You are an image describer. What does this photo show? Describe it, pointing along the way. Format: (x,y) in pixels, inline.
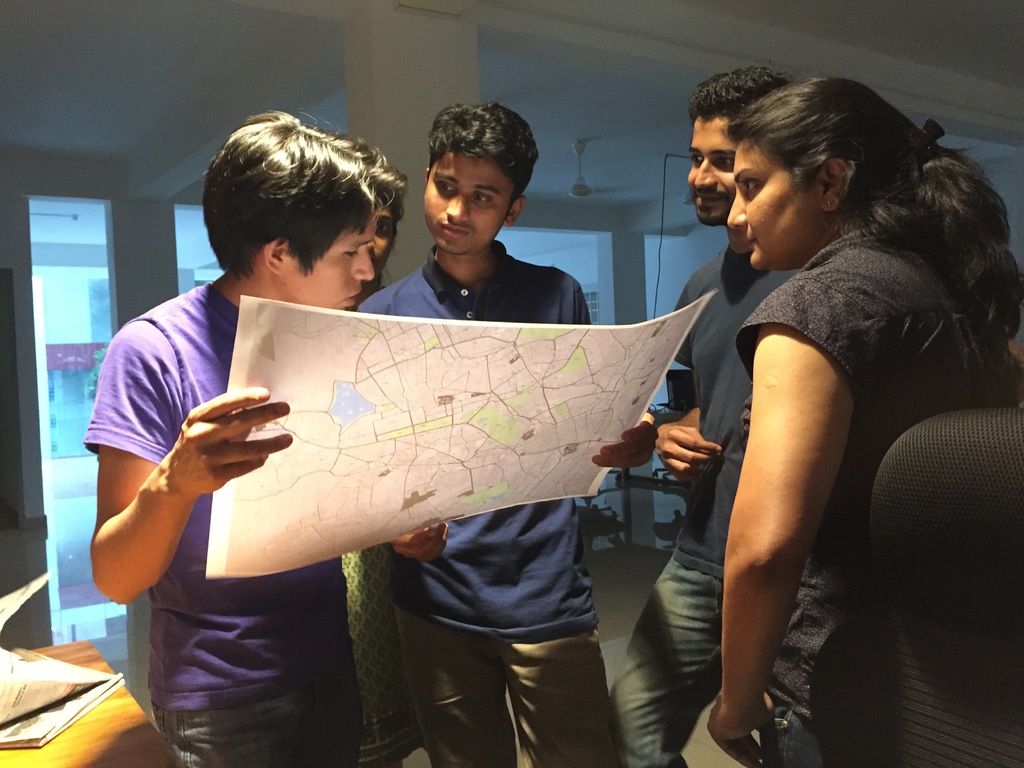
In this image, there are a few people (702,268). Among them, some people (527,528) are holding an object (468,502). We can see the ground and the roof (552,67) with a fan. We can also see a table (151,749) with some objects (41,683) on the bottom left corner (71,725). We can also see a black colored object (903,511) on the right (897,509). There are a few pillars (16,431). We can see some glass (67,517).
